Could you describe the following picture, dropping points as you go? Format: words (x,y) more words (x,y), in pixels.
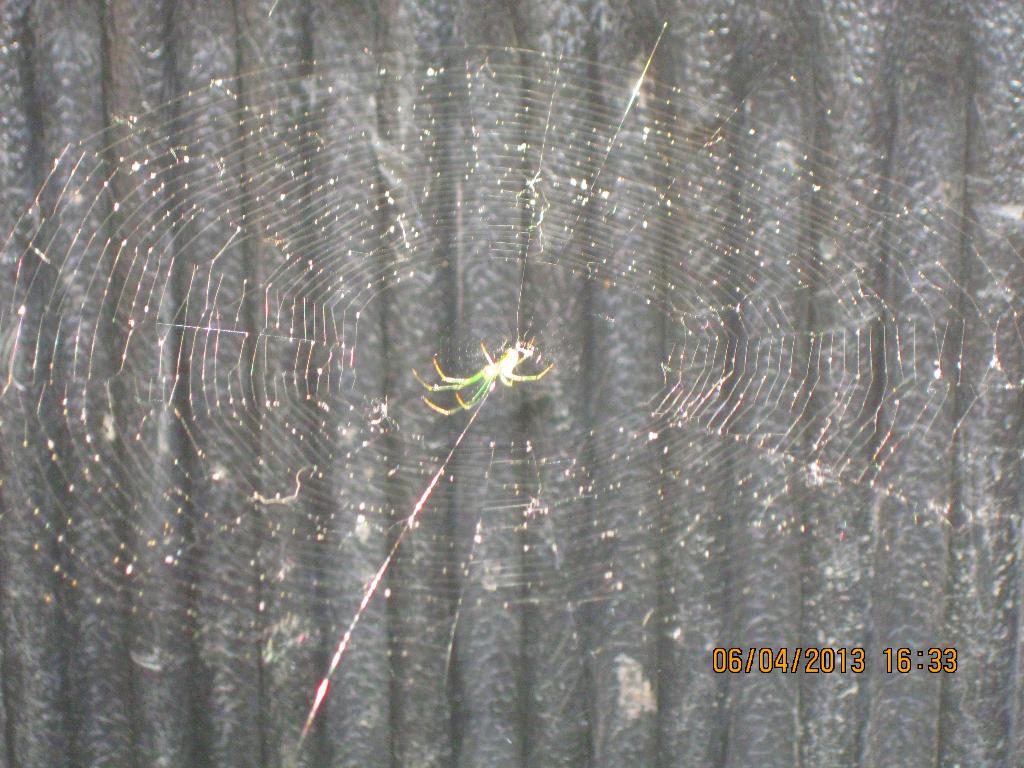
Here in this picture, in the middle (516,376) we can see a spider (520,363) present and around it we can see spider web (520,363) present all over there and behind that we can see a wall (611,290) present over there.
